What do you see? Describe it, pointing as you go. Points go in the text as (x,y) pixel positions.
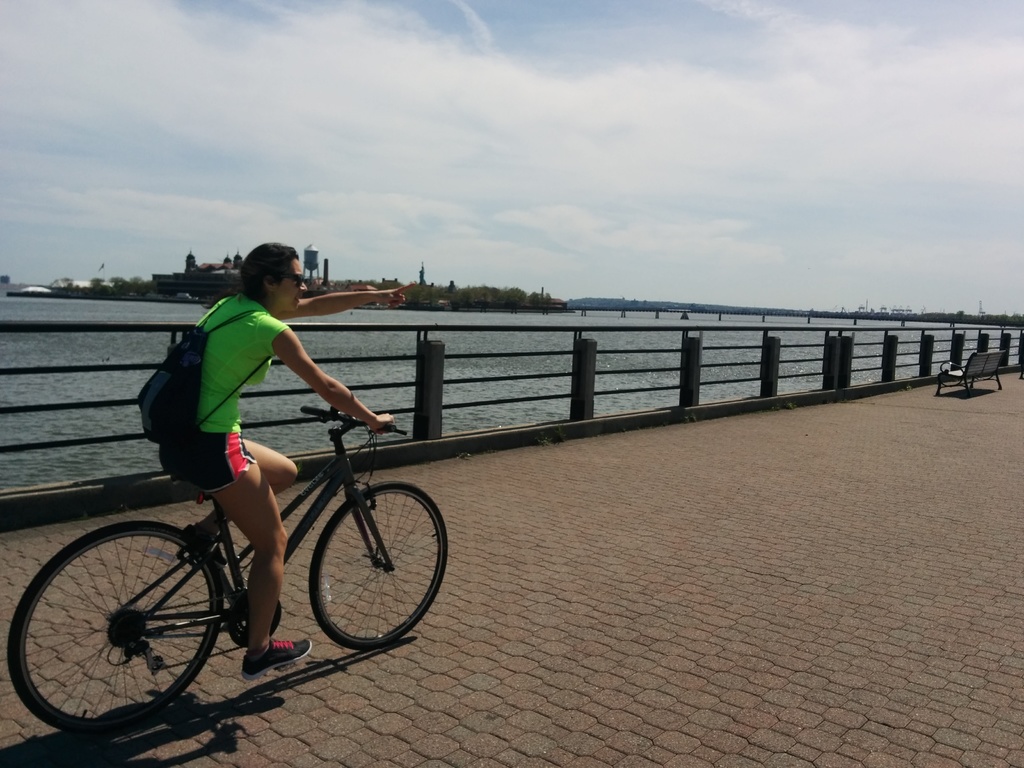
In the image there is a woman (214,368) wearing a backpack (182,362) and riding a bicycle (163,520). On right side (978,368) we can see a bench (965,369), in background (772,311) there is a river (551,321), trees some buildings (240,260) and sky (182,78) is on top (226,85).
